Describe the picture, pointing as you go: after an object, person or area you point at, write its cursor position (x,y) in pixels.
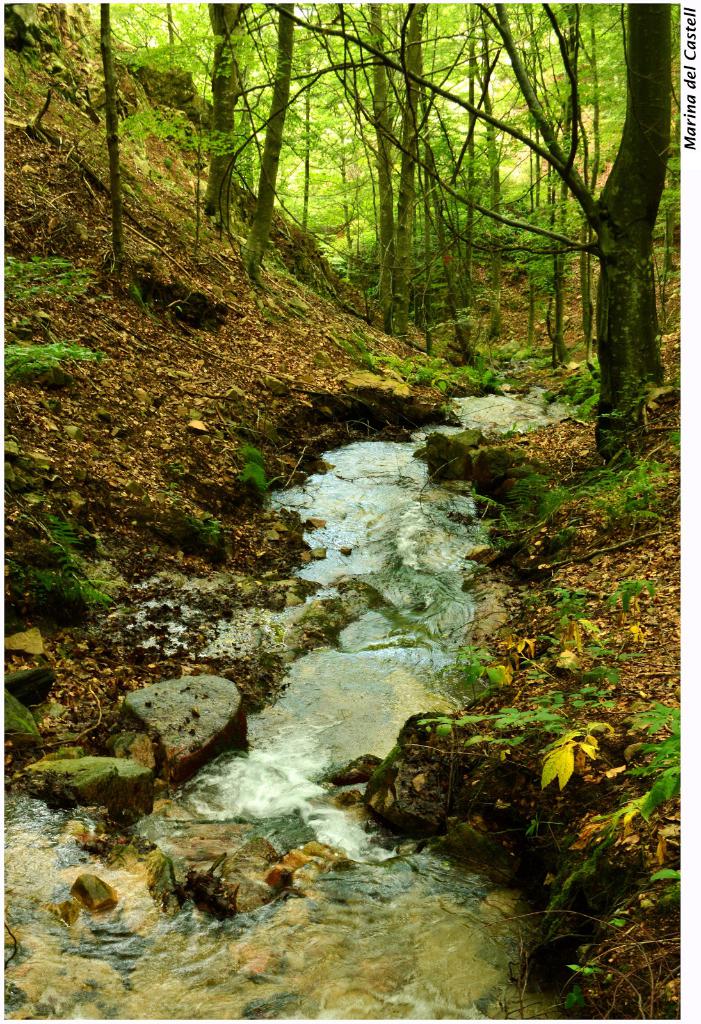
This is a picture of forest (259,390). Here we can see water (334,810). These are the dried leaves (276,354) and these are the trees (433,159).
